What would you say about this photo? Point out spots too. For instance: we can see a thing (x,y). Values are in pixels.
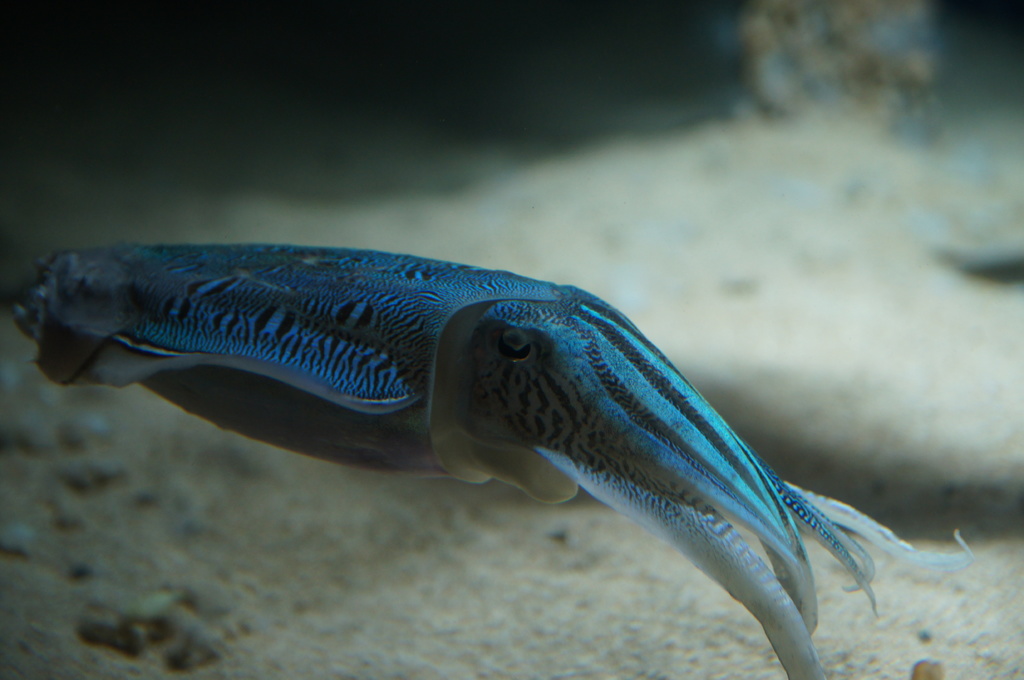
In this image we can see water animal (273,336) in water (554,130). At the bottom of the image (209,554) there is sand (421,630) and stones (84,571).
